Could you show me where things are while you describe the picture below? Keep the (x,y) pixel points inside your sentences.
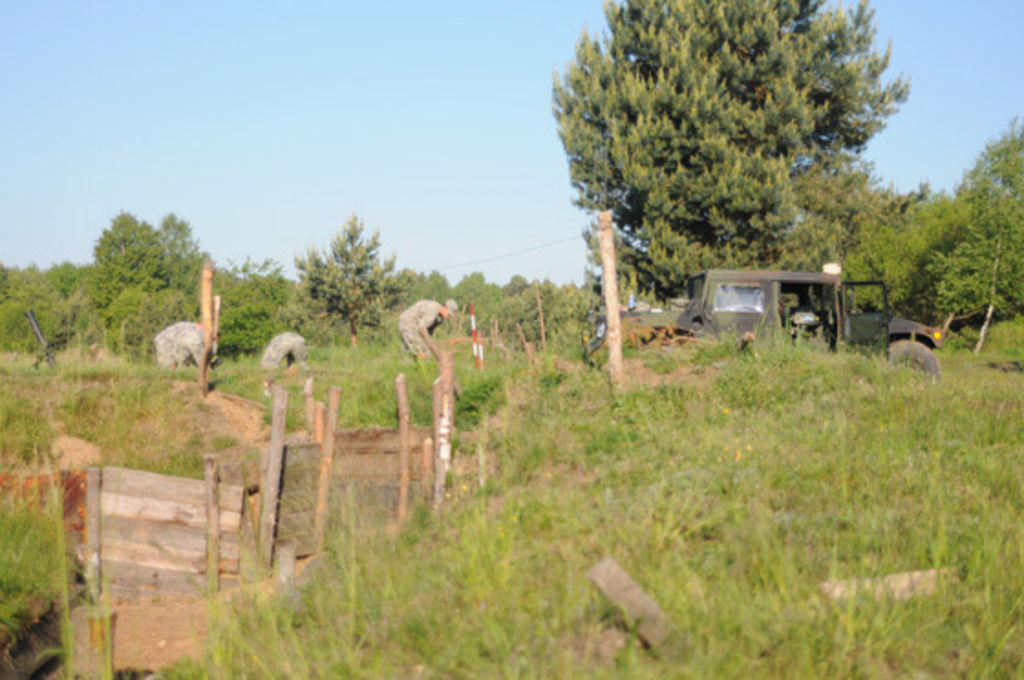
In this image in the center (662,310) there are some persons (430,344) and a vehicle (806,319), at the bottom (535,491) there is grass (886,442) and some wooden boards (197,497) and poles (326,479). In the background (594,196) there are some trees (683,224), at the top of the image (253,153) there is sky (254,136).
